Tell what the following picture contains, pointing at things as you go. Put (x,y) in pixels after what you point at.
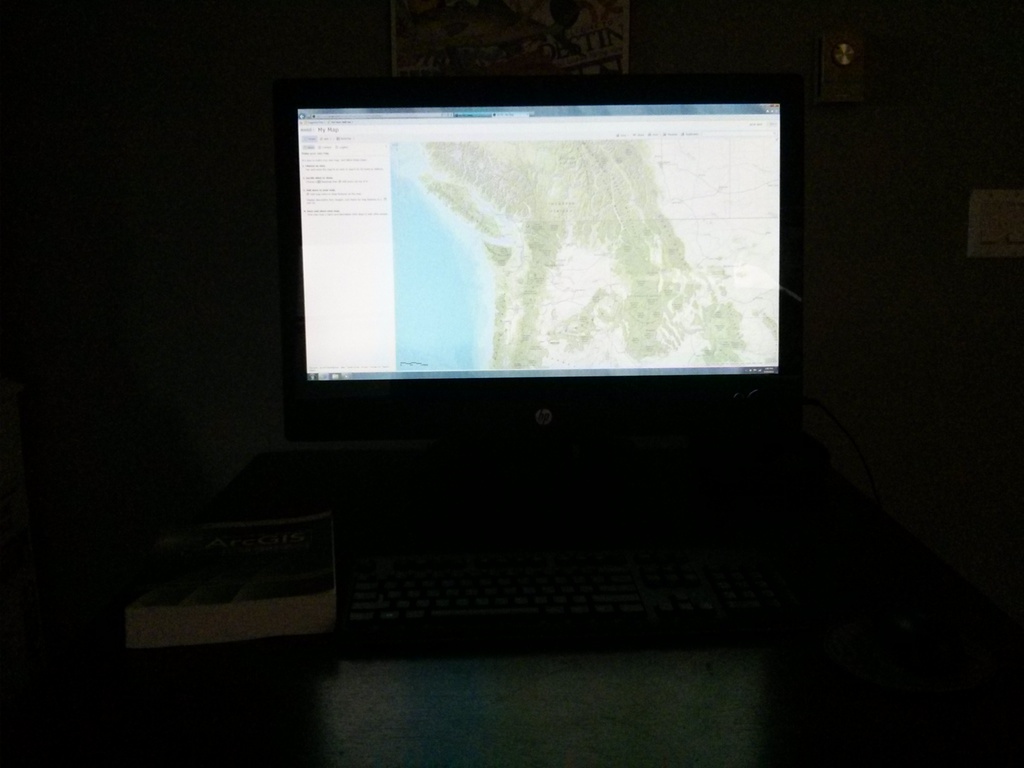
In this image I can see a system (414,123) and I can also see a book (191,537) and I can see dark background (884,341).
